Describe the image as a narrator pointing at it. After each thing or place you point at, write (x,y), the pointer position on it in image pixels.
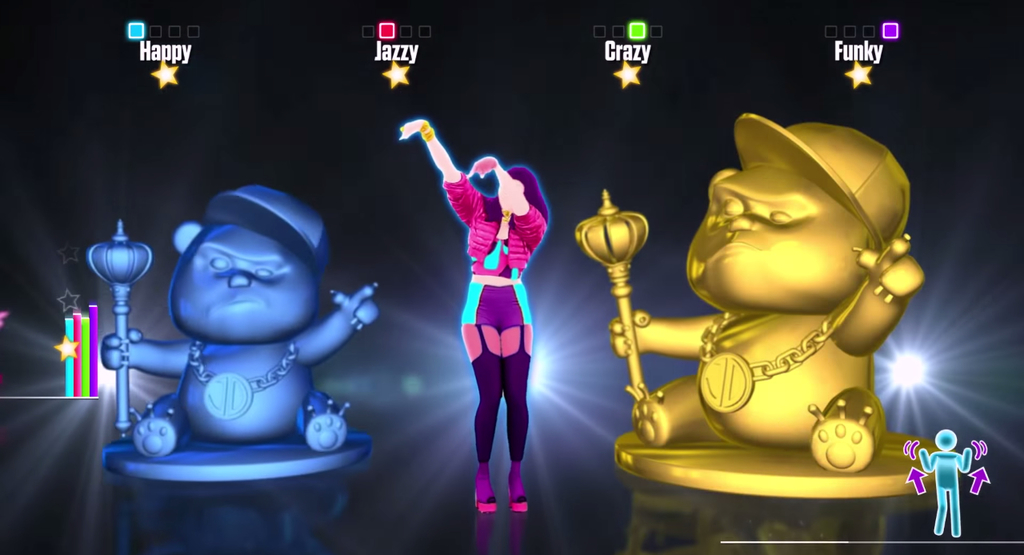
In this image we can see the animated poster (690,228). And in that there is toys (321,257) and woman (490,389) dancing. At the back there are colored buttons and text (635,55) written. And there are color sticks (88,381) beside toys (118,356).
